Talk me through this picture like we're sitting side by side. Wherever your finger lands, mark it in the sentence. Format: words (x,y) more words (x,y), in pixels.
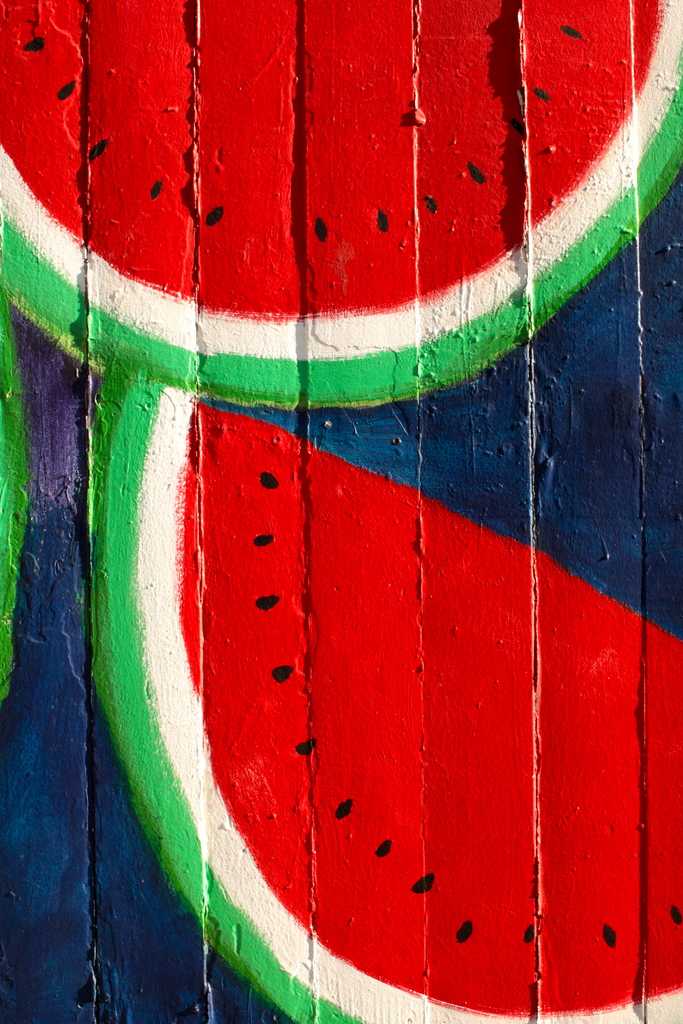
In this image I can see the wooden surface (305,617) and on it I can see the painting (349,500) of sliced watermelon (361,183) which is red, black, white, green and blue in color.
